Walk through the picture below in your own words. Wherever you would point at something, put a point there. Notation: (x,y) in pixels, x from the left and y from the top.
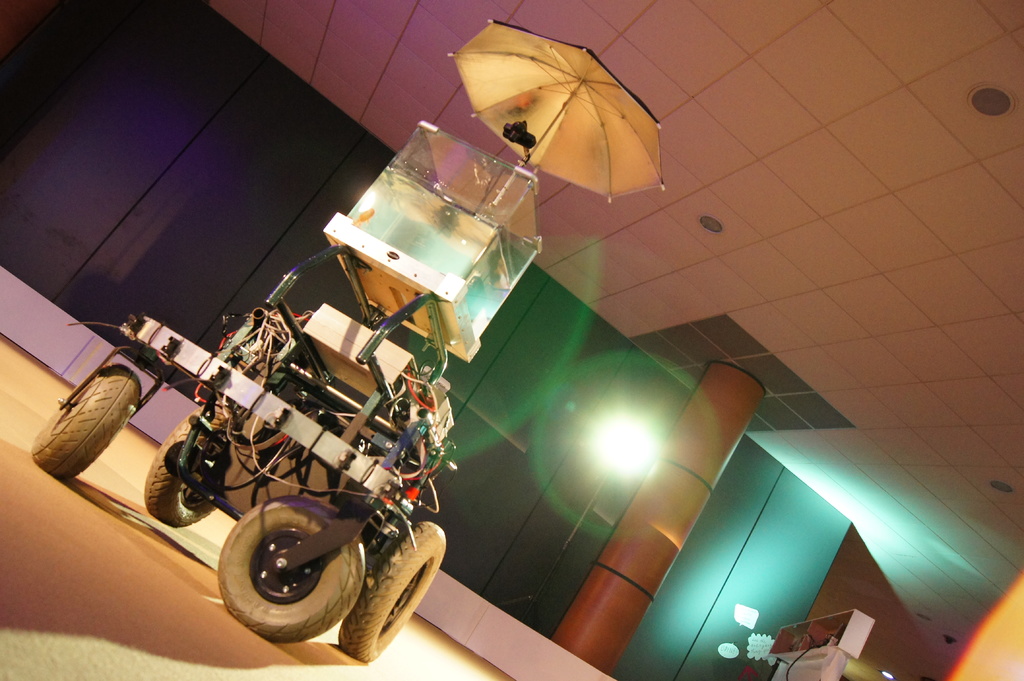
In a room (425,620), there is a machine (271,368) and it has four wheels (334,556) and above the machine (440,155) there is an umbrella (549,101) and in the background (183,228) there are purple and green doors (206,288) with an orange pillar (636,555).
